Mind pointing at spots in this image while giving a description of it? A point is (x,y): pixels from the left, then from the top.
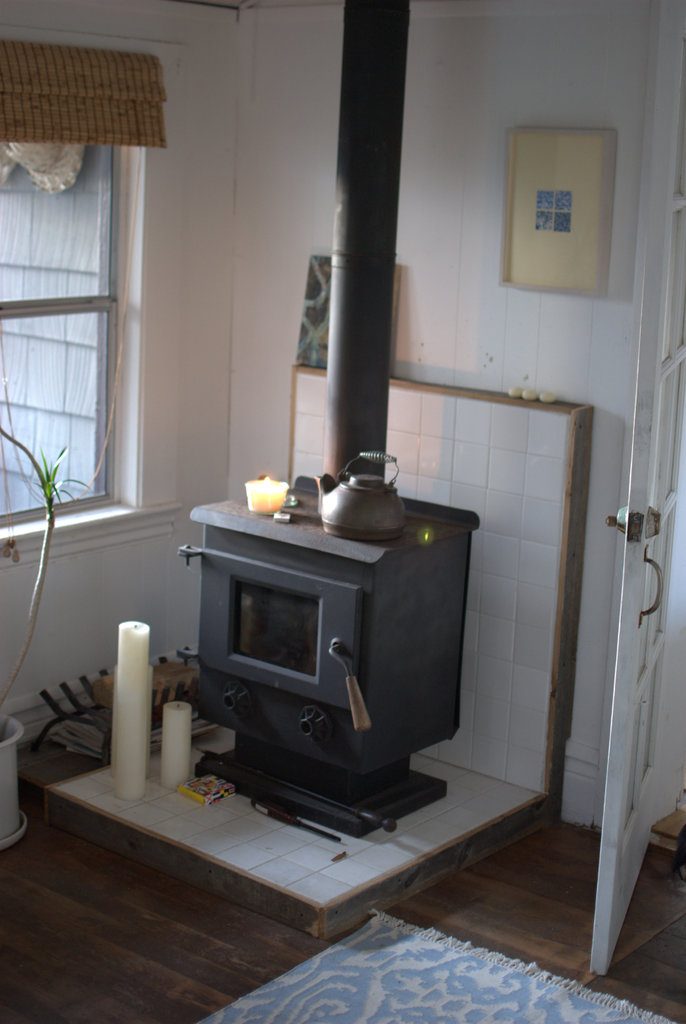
Here we can see a mat (360,958) on the floor (147,986) and on the right (638,730) there is a door (638,730) and on the left (11,767) there is a window (101,214), house plants (11,767) and other objects (52,723) and in the middle (243,534) there is an object (371,749) on a platform (63,759) and also candles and there is a kettle (337,520) and candle light (254,503) on this object (382,757) and there is an object (505,226) on the wall (405,337) and a platform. Through the window glass (93,211) we can see objects (66,327).
